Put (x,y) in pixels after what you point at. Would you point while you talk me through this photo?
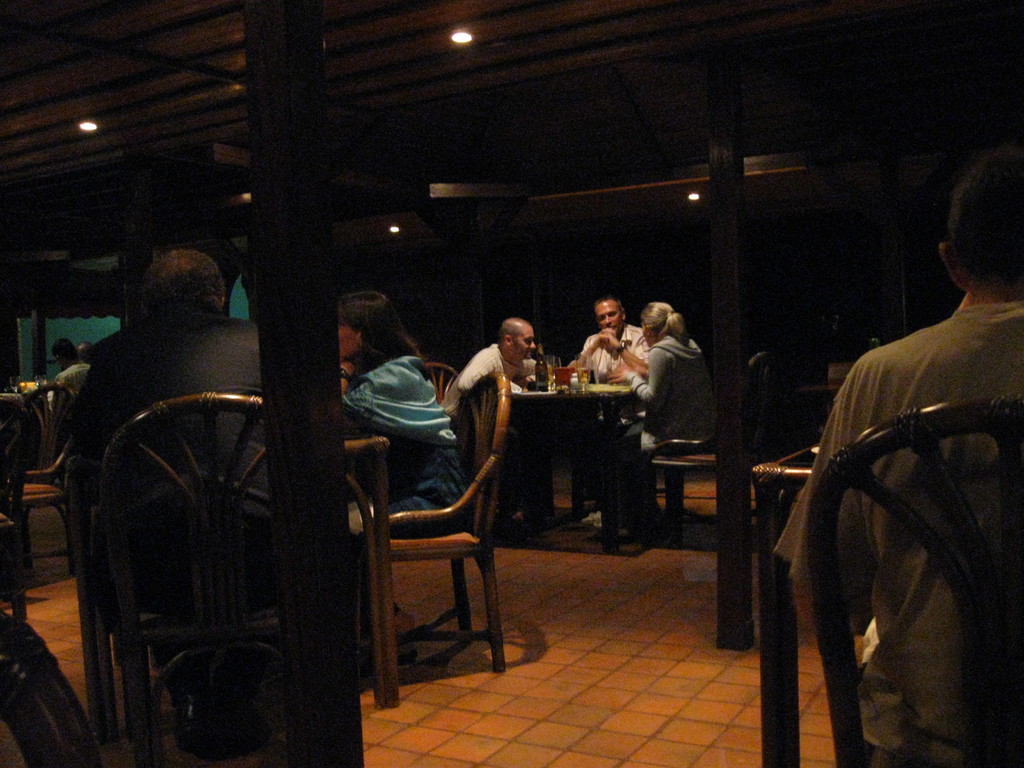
here we can see a group of people (641,350) sitting on the chair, and in front there is the table (542,403) and wine bottle (540,386) on it and some other objects (589,380) on it, and at the top (483,84) there is the roof (438,25), and here are the lights (459,41).
